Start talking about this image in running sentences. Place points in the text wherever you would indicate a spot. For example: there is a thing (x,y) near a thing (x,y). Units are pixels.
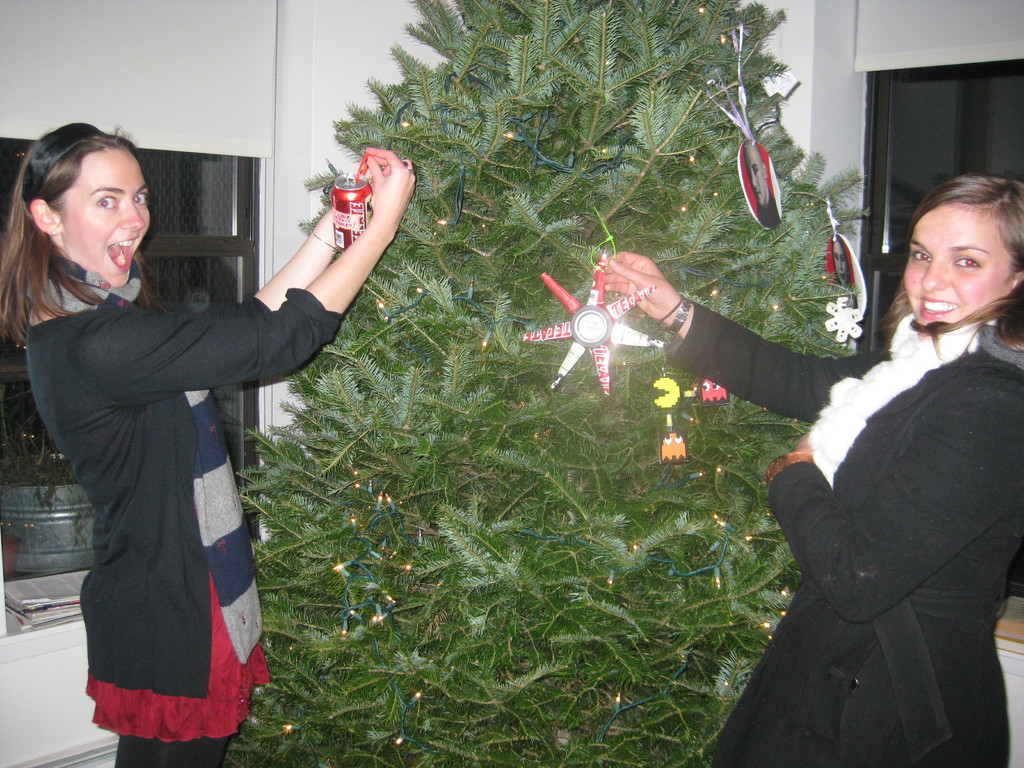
In this picture we can see two women (230,684) and they are smiling, here we can see a Christmas tree (498,682), coke tin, posters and few decorative objects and in the background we can see the wall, windows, papers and few objects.
